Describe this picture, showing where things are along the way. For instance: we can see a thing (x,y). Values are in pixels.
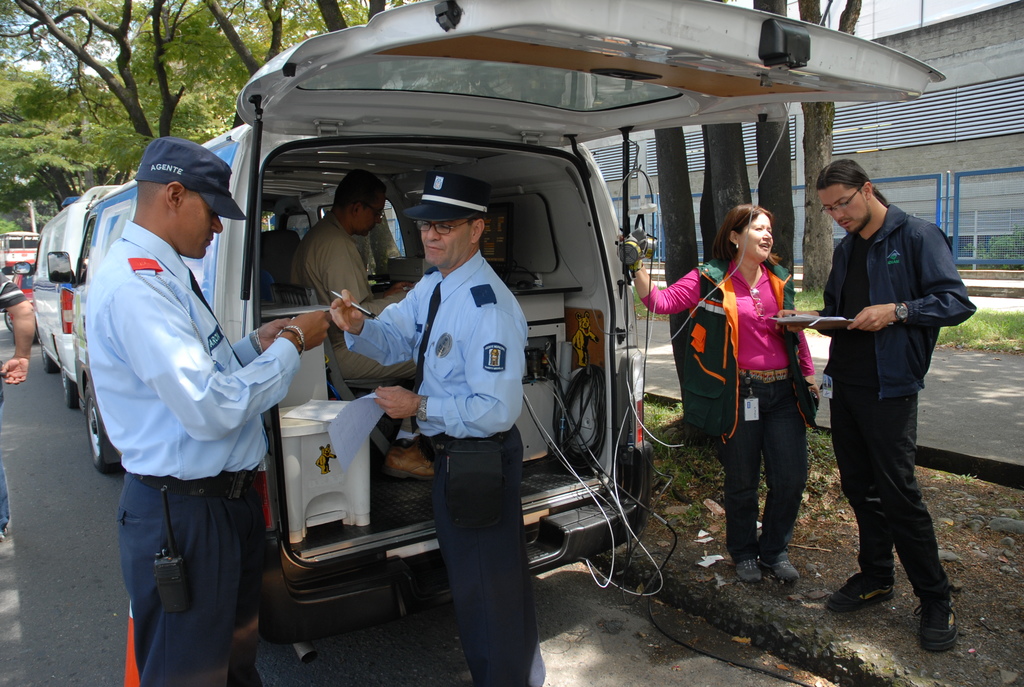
This is the picture on the road (74,545). There are group of people (382,356) standing on the road (555,606). There are many vehicles (29,238) on the road (603,621). There is a person (357,239) sitting in the vehicle (298,198). At the back (784,168) there are trees (15,119) and a fence (969,216) and a building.
